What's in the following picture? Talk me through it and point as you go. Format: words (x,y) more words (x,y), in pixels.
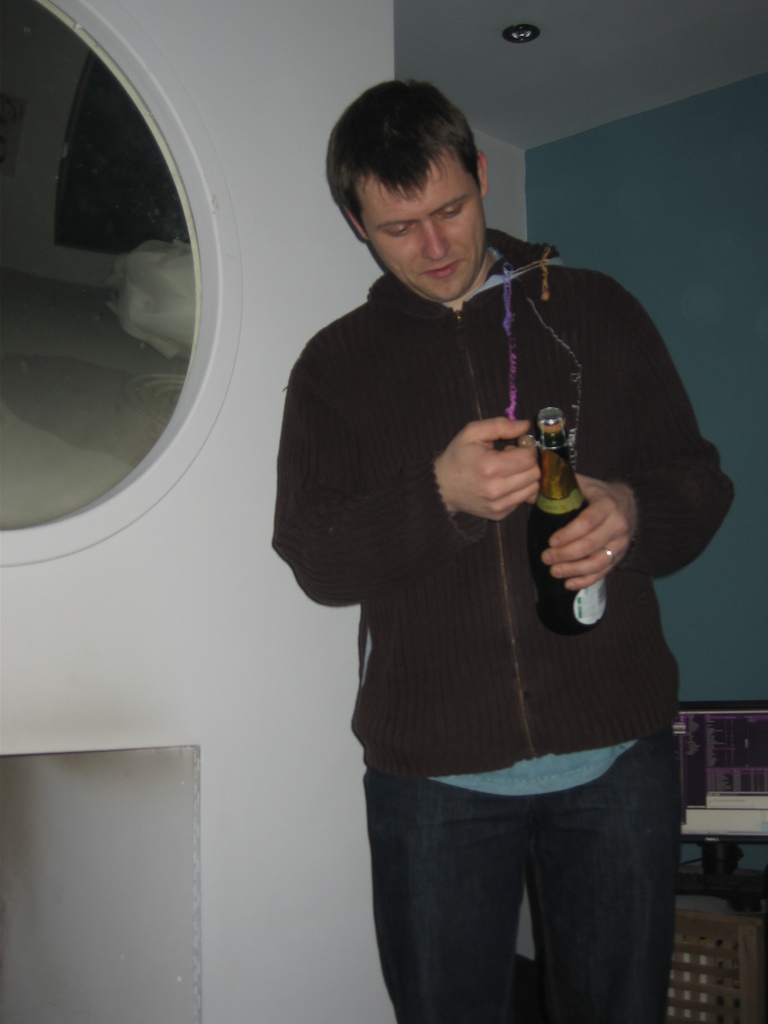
There is a person (340,532) standing on the right side (548,447) and he is holding a wine bottle (532,548) in his hand (586,568).
